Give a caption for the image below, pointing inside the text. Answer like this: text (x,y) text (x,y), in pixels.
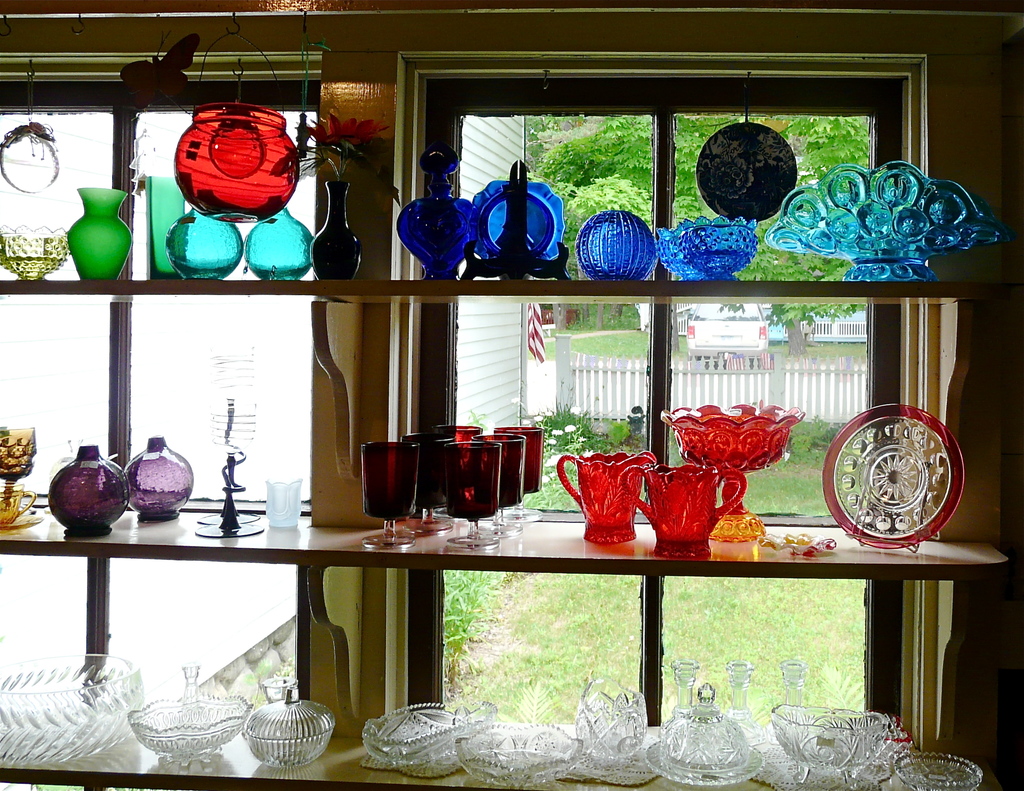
This picture is clicked inside. In the foreground (111,753) we can see the wooden shelves (794,752) containing the glass jugs (574,494), glasses (413,503), pots (162,478), flower vases (322,229) and plates (719,199), bowls (204,702) and many other objects (777,192). In the background (747,621) we can see the green grass (778,615), plants (588,428), wall (138,412), white color fence (784,373), car (749,351), trees (791,352) and some other objects (812,335).
